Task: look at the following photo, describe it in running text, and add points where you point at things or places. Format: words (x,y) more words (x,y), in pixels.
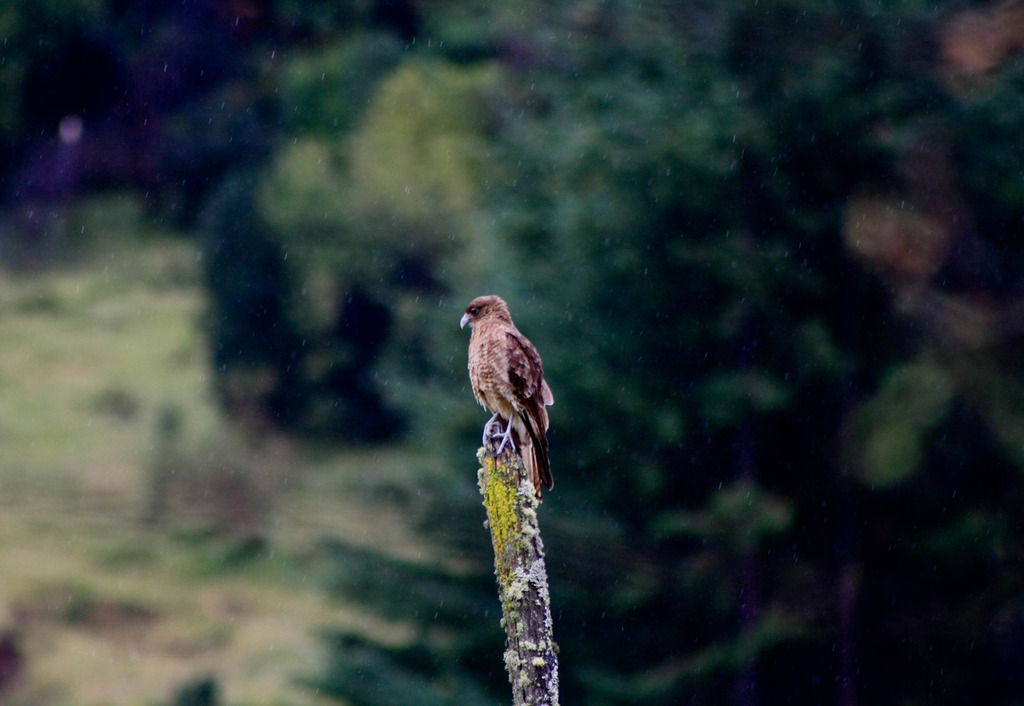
There is a bird (471,340) sitting on a wooden pole (529,519). In the back (329,240) it is green and blurred.
